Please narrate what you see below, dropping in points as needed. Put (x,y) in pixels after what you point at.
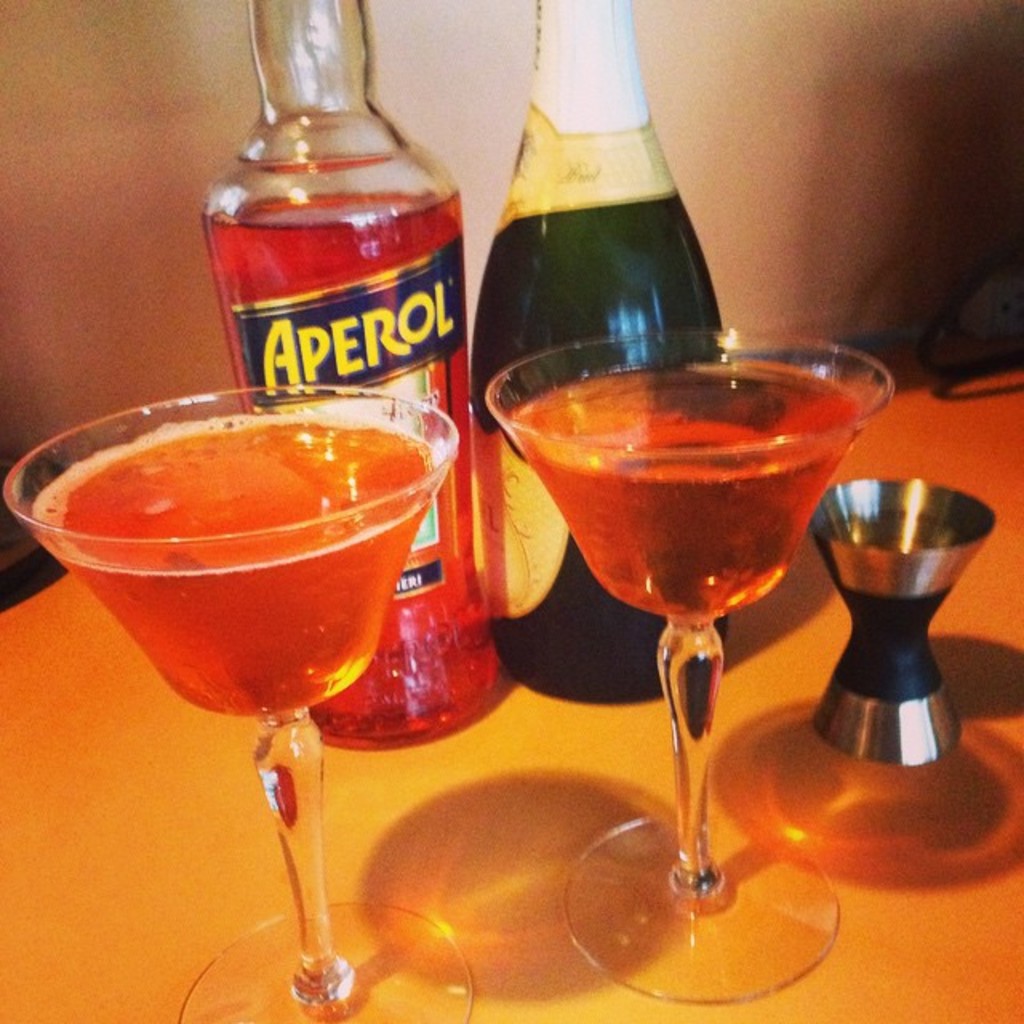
Here we can see two bottles (491,289), and glasses (568,383) with the drink (588,400). And this is table (936,905). On the background (898,188) there is a wall (784,100).
